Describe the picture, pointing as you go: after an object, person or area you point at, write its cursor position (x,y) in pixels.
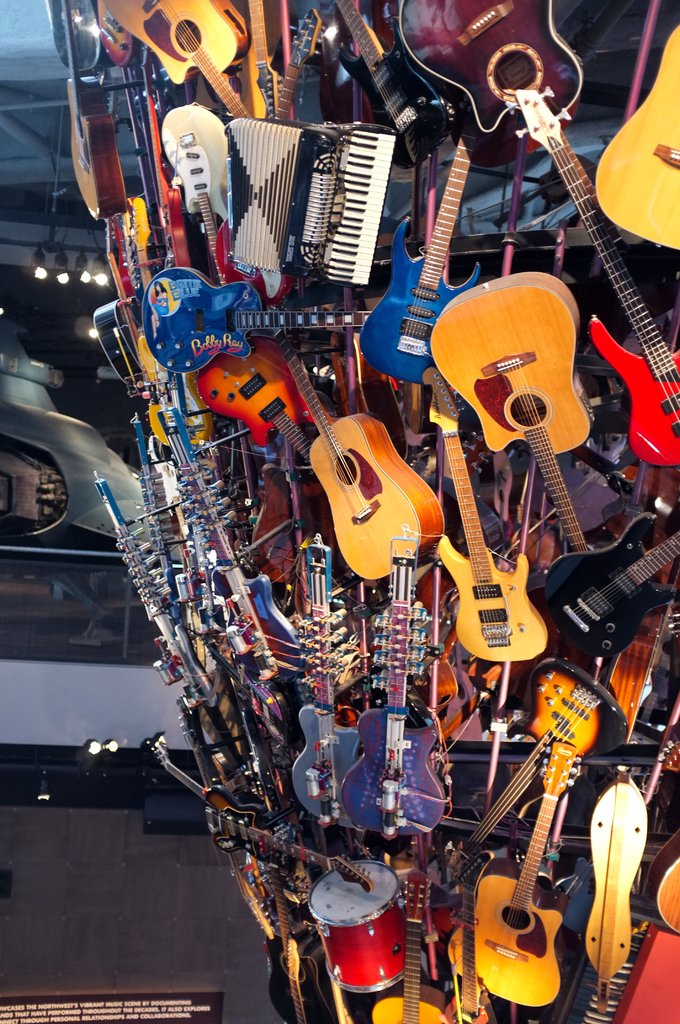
There are many musical instruments (391,445) attached to an object (437,336).
